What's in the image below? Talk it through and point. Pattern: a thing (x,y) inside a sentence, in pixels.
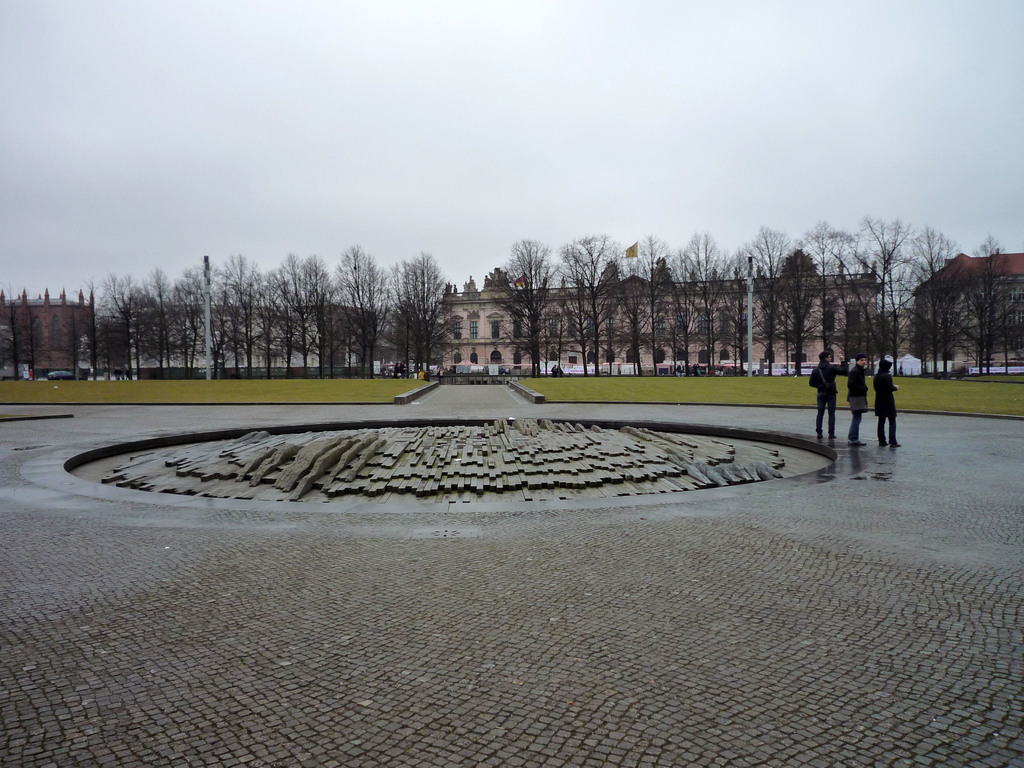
In this image we can see three people (833,412) standing on the road (684,412). In the middle of the image (367,351) there is a ground (159,389) with trees (396,330), behind this there is a building (505,339). In the background of the image (188,212) there is a sky (832,158).
